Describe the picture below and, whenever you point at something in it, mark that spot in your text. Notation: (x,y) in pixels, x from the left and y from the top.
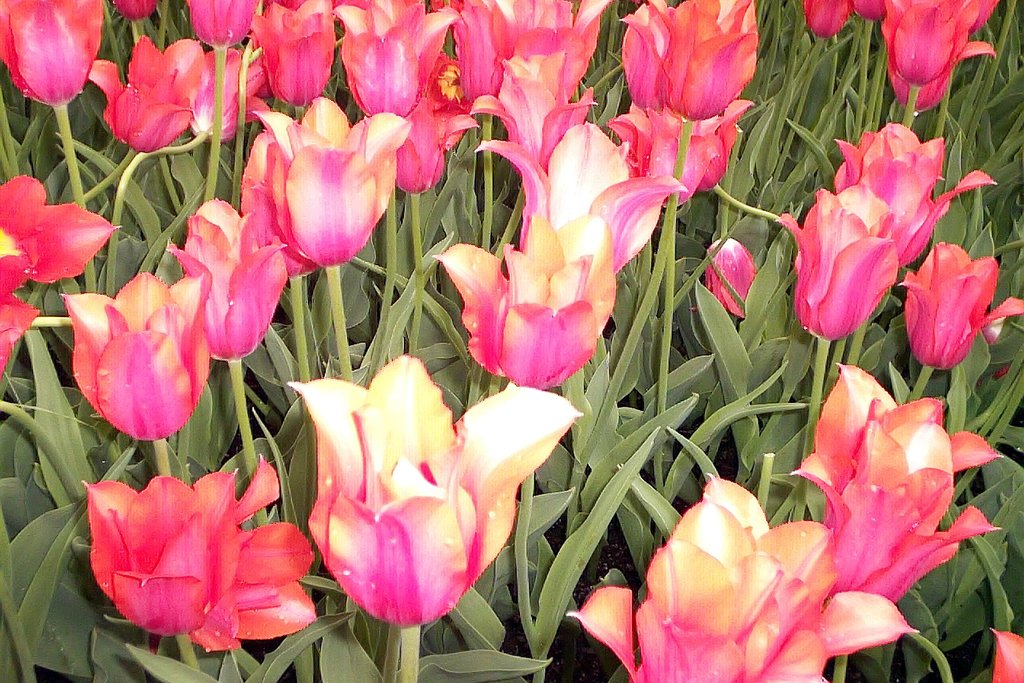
In the center of the image (582,345) we can see plants (643,295) with flowers (963,334) and leaves (608,366).
